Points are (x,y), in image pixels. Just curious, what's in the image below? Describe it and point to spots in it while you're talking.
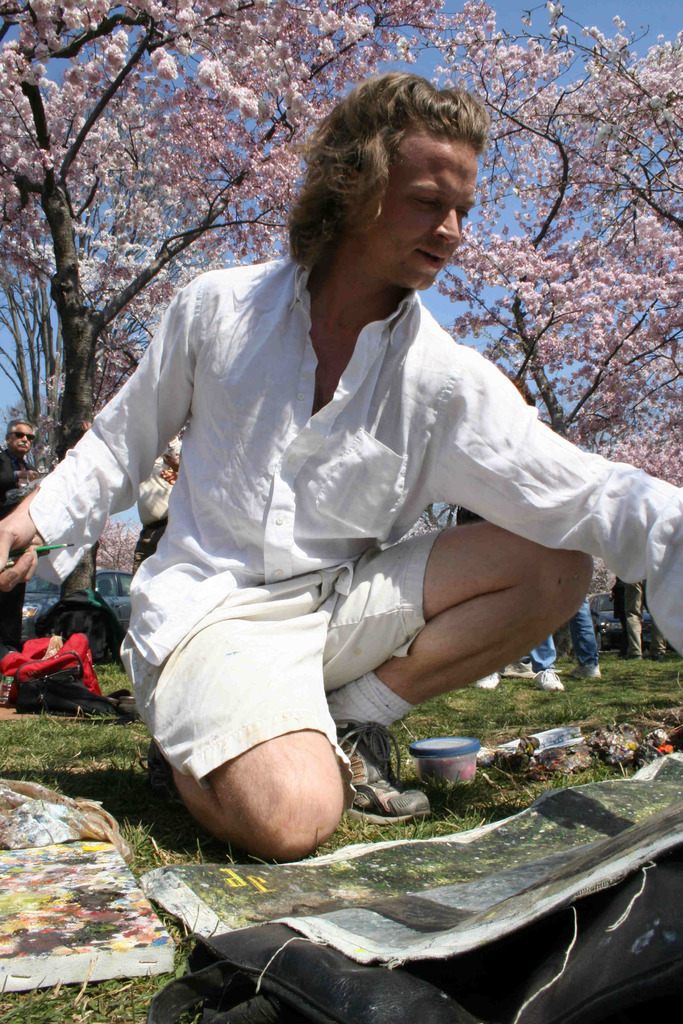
In this picture there are people (155,463), among them there is a person (233,663) sitting like squat position and we can see box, bags (71,698), board (39,946), banner (421,847) and few objects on the grass (88,738). In the background of the image (287,152) we can see trees (255,116), vehicles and sky (579,57).
